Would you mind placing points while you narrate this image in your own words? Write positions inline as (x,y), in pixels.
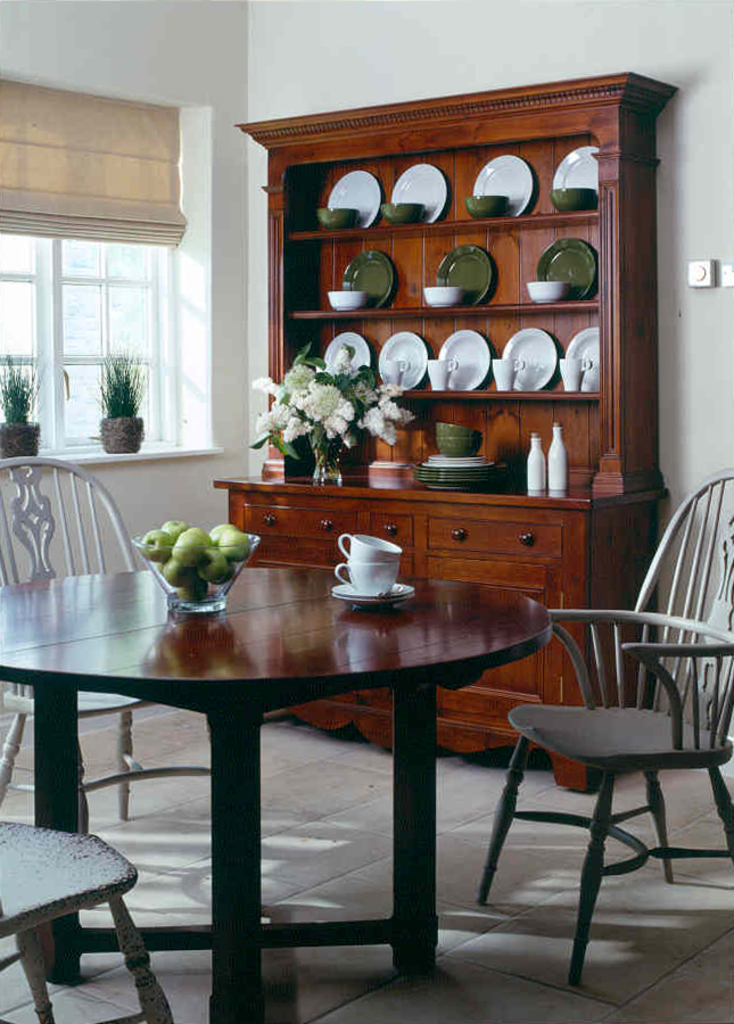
This picture is clicked inside. In the center (387,563) we can see the cups (361,573), saucers (382,593) and a bowl (196,597) containing some fruits (148,538) seems to be the green apples (192,548), are placed on the top of the wooden table (132,607) and we can see the chairs (585,941), house plants (123,389), window (67,312), window blind (67,229) and a wooden cabinet (321,232) containing platters (375,201), bowls (471,442), cups (576,368), bottles (557,434), flower vase (333,468) and some other items (468,478). In the background (252,60) there is a wall (691,313).
